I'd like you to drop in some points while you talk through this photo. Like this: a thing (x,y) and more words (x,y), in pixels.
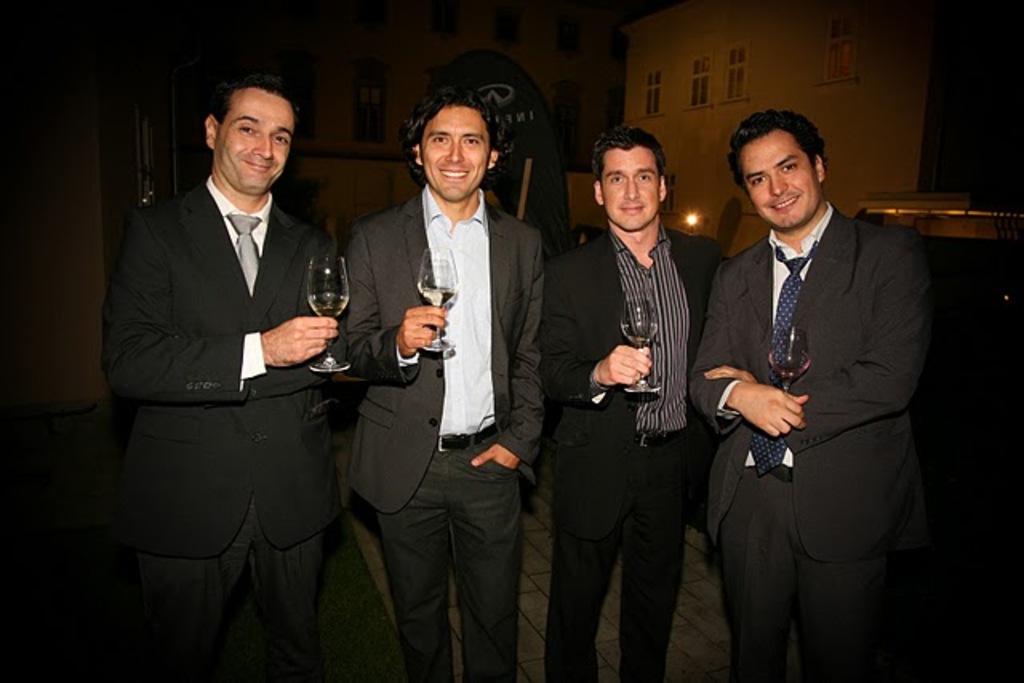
In this image we can see some persons (593,413) and glasses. In the background of the image (255,21) there are buildings (542,81), light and other objects (533,105).
